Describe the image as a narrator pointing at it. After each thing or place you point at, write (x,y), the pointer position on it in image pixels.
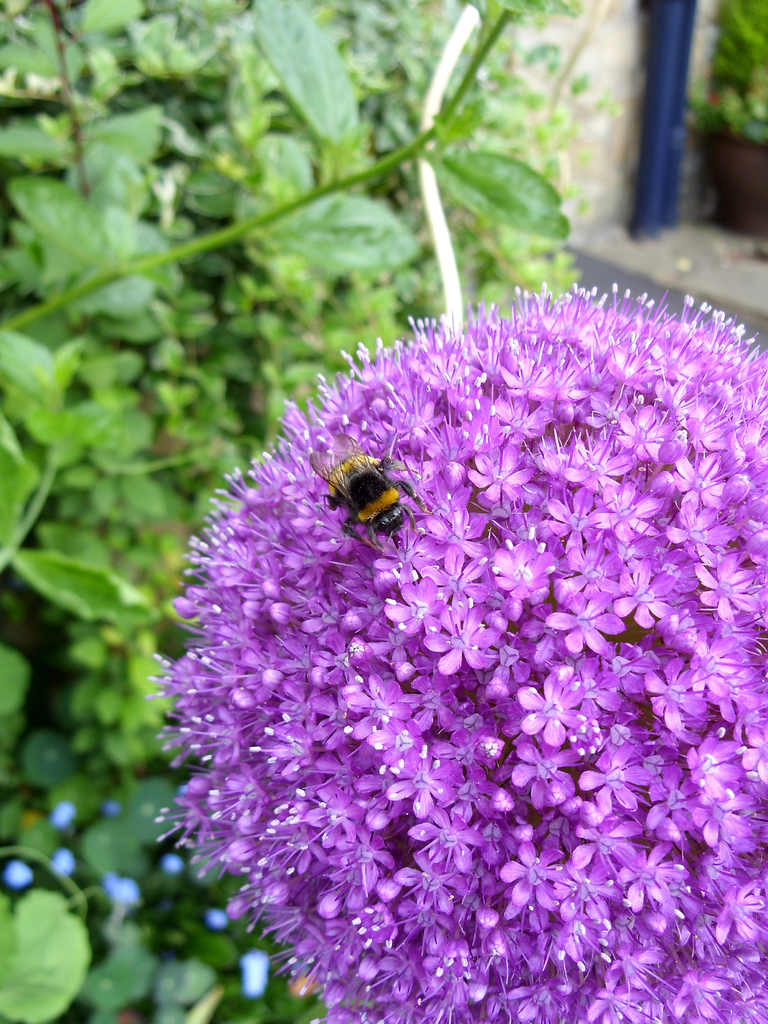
In this image there is a bunch of flower (485,737). On it there is a bee (388,511). Here there are plants (390,209). This is a wall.
